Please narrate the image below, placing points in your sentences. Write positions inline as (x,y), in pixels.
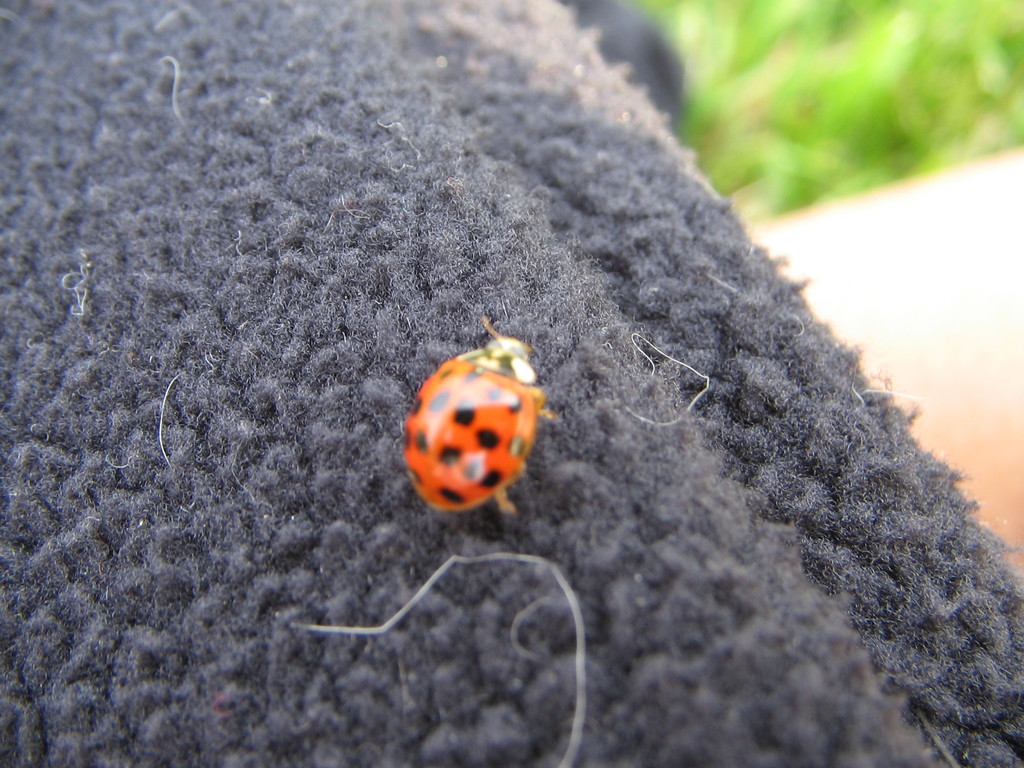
In this image we can see a bug (423,459) on a woolen cloth (577,507). On the backside (785,203) we can see some grass (786,192).
